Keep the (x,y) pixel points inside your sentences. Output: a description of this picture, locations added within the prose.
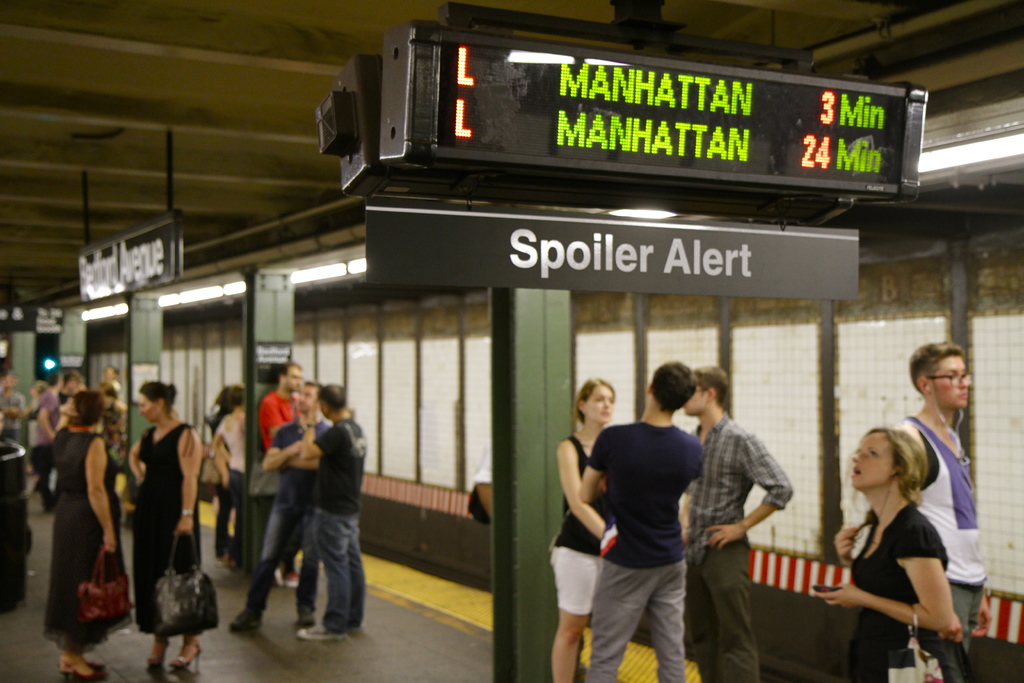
At the bottom of the image (174,629) few people (192,634) are standing and watching. Behind them there is wall (664,297). At the top of the image (983,208) there is roof (8,298), on the roof (928,28) there are some banners (25,309) and screens (374,81).
